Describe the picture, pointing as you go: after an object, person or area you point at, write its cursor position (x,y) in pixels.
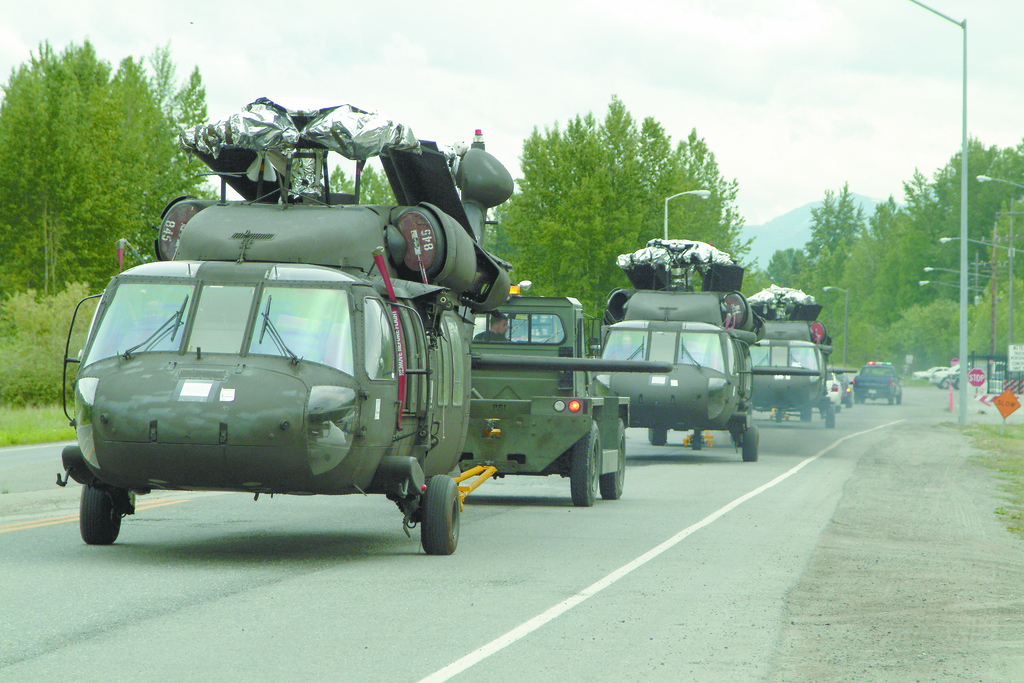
In this image we can see the vehicles (650,436) passing on the road (712,658). We can also see the light poles (943,244), sign boards (981,373), trees (862,320), grass (57,433), hills (740,237) and also the sky (837,58).
